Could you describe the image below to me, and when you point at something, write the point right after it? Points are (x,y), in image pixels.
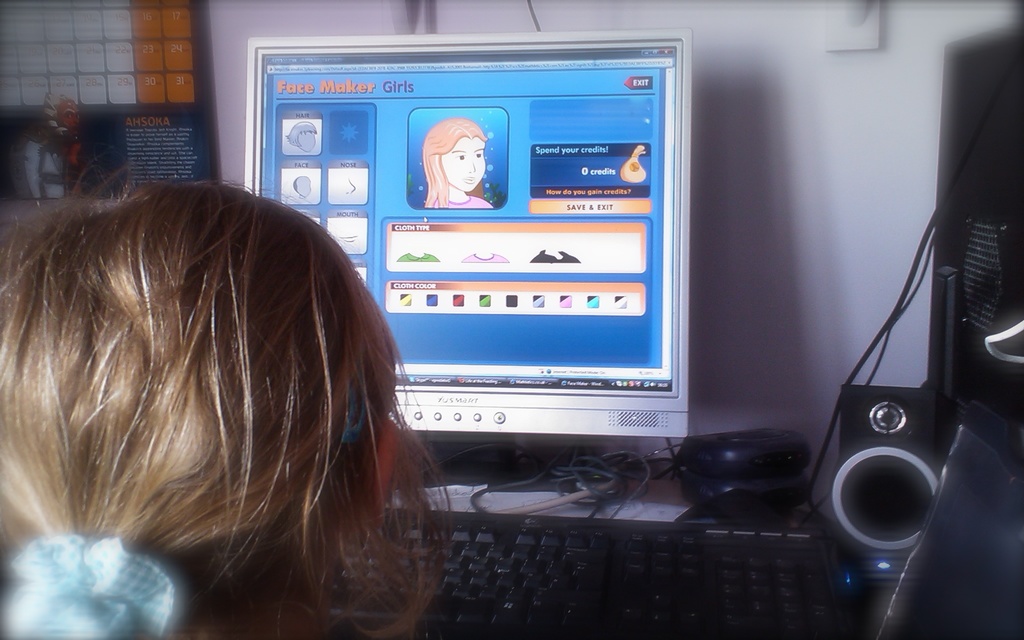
In this image we can see a person (291,516) sitting at the computer (433,355). On the table (446,498) we can see mouse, keyboard (457,572), speaker (887,486), CPU (991,310). In the background (876,207) there is a wall (247,34) and calendar (97,139).
